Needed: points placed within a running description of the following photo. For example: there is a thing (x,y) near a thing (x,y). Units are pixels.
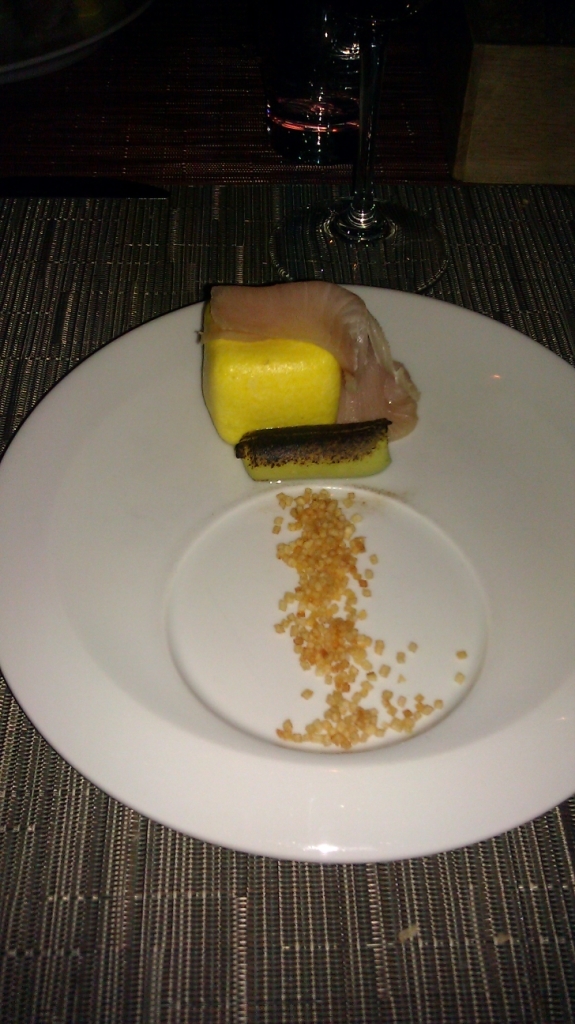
In this image in the center (223,639) there is one bowl (495,507), in that bowl (530,682) there is some food (296,429) and in the background (292,220) there are some glasses (286,109). And at the bottom (130,873) there is a table (91,848) and in the background (552,96) there are some objects (553,113).
